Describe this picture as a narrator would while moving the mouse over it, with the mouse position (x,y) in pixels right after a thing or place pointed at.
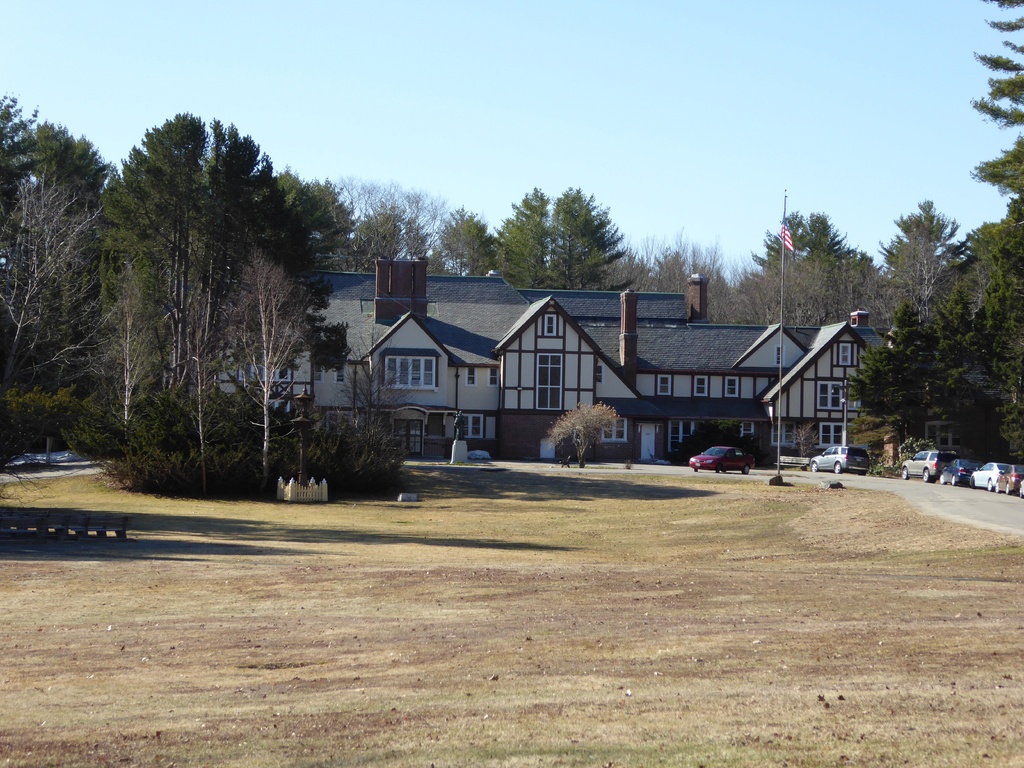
In the center of the image (530,390) there is a building (390,360) and we can see trees (949,294). On the right (975,470) there are cars (963,479) on the road (1020,503). In the background (739,148) there is sky (641,45). We can see a flag (788,234).
